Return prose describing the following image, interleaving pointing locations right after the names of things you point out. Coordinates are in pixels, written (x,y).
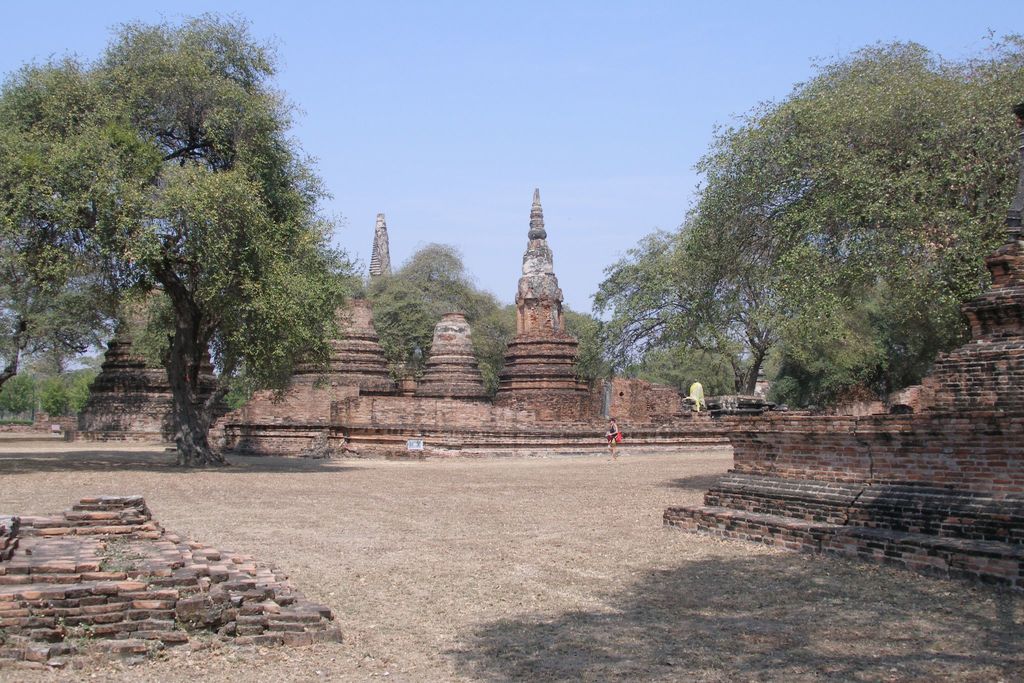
In this image at the center (568,395) there are brick structures (354,365) and trees (219,227). There is grass (483,571) on the surface (484,536). At the background (545,102) there is sky (548,101).
